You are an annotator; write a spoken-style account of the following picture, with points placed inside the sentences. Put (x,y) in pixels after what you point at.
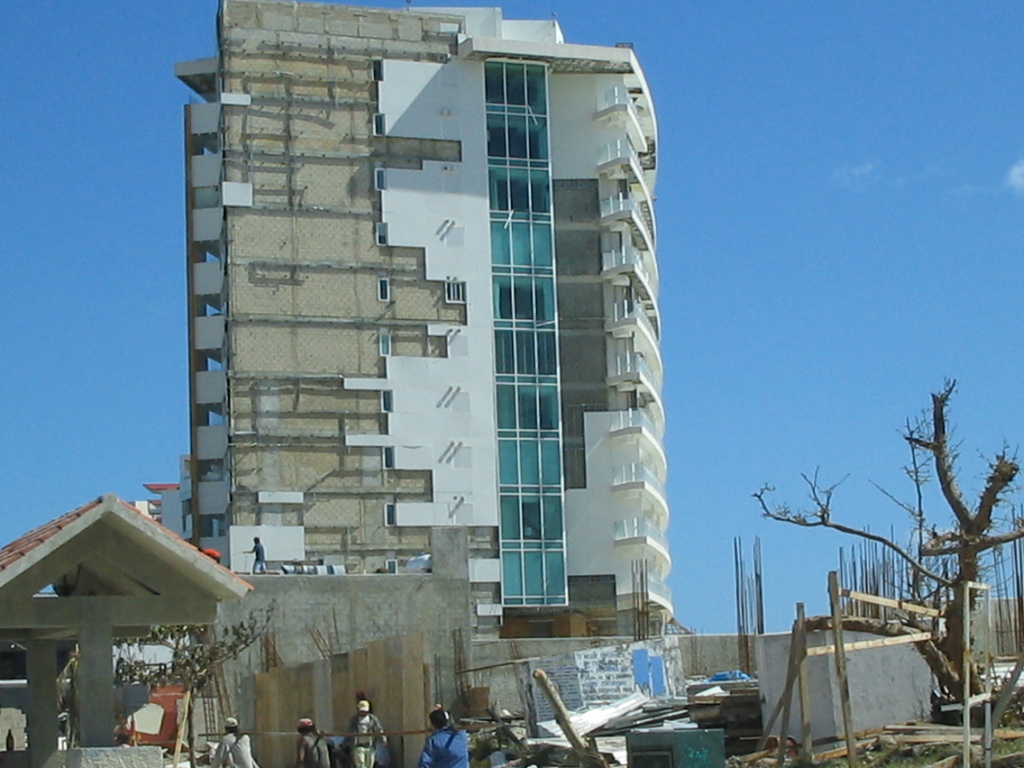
In this image we can see there are people (441,723) walking and at the back (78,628) we can see the building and shed (104,564). And there are sticks (967,589), wall (856,680), tree (951,624), boxes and few objects (727,697) on the ground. In the background (781,262), we can see the sky (724,226).
